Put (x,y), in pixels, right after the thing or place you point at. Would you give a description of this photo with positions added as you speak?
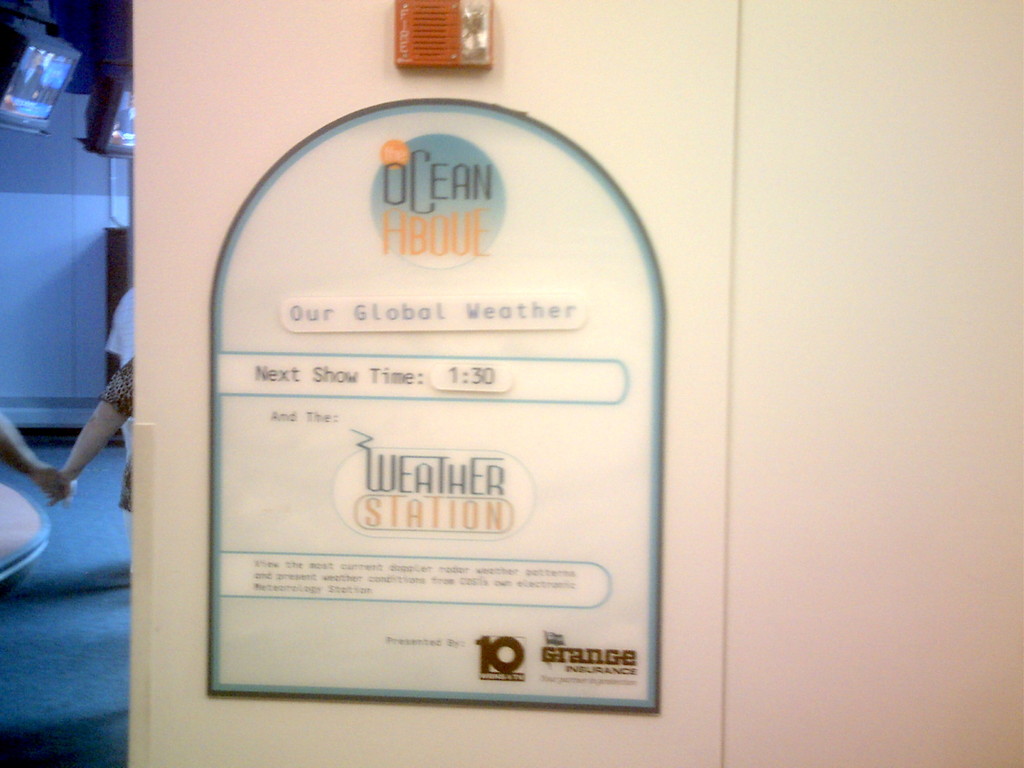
In this image I can see the white colored surface (744,217) and a sticker (532,317) attached to the surface (419,96) and a orange colored object (490,44) on the top of the image (458,63). To the left side of the image (122,345) I can see few persons (98,425), the blue colored surface (44,632), few television screens (54,88) and the wall (52,270).
